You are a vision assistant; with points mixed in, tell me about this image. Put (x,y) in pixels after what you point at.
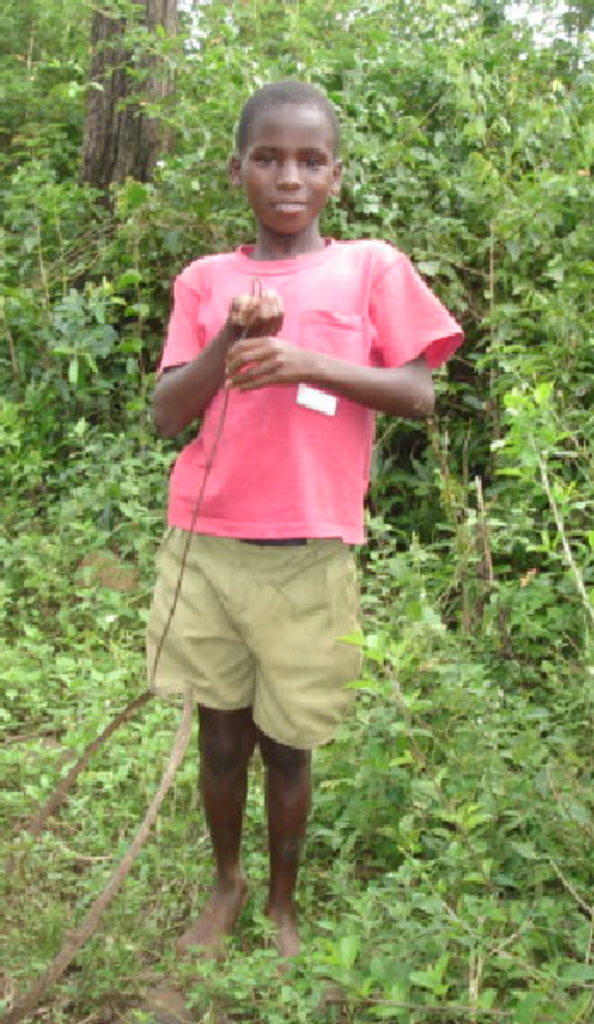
In the middle of the image (329,377) a person (172,364) is standing and holding an object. Behind him there are some trees (400,17).
